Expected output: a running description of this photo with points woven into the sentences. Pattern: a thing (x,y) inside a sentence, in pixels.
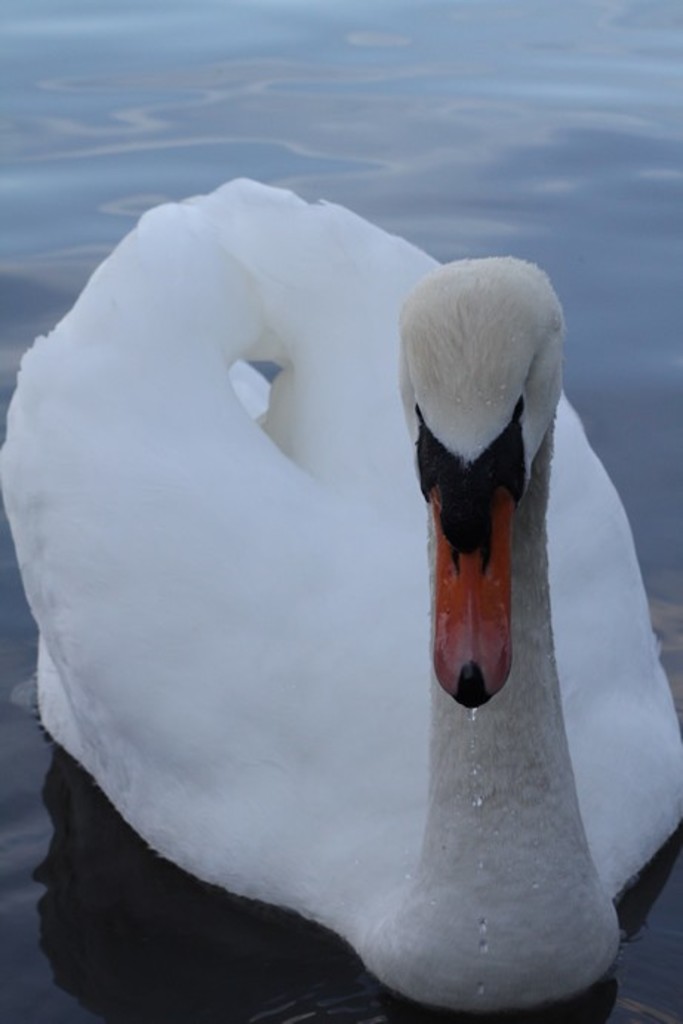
In this picture there is a swan (270,282) in water (139,75).
